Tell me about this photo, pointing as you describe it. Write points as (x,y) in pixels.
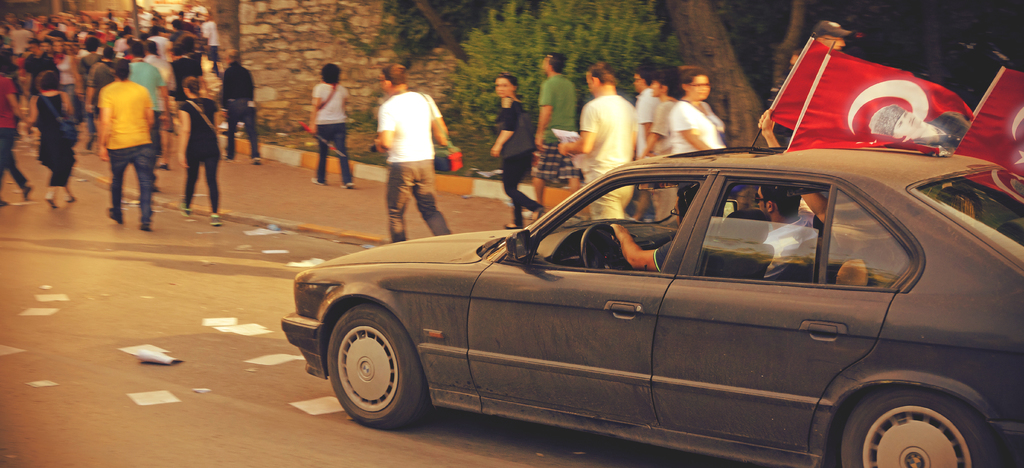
In this image we can see a car (856,296) in which two persons (776,239) are sitting in it and holding a red flag (790,122). There are many persons (599,157) walking on the road (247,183). In the background (346,42) we can see a wall (357,53) and trees (541,49).
